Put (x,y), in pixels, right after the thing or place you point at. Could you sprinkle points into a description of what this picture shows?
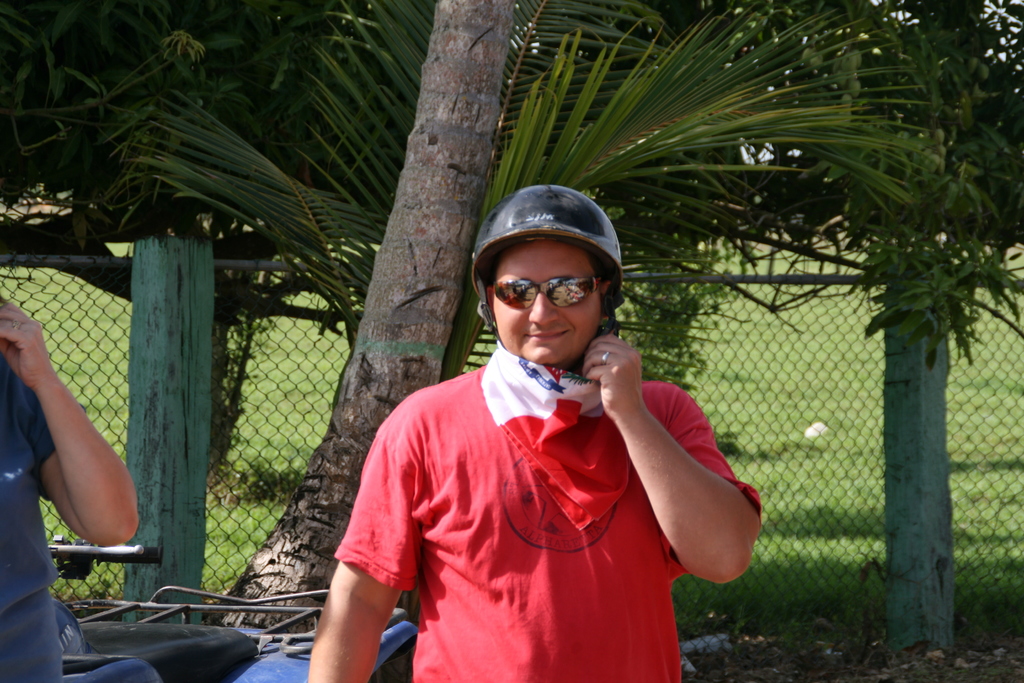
Here we can see a man (534,505) and there is a helmet (492,246) on his head (520,270) and we can see a cloth (551,409) on his neck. On the left (93,496) there is a person (42,541) and objects (194,655). In the background (179,349) we can see fence (259,264), poles (901,352), trees (619,230) and grass (825,317).
